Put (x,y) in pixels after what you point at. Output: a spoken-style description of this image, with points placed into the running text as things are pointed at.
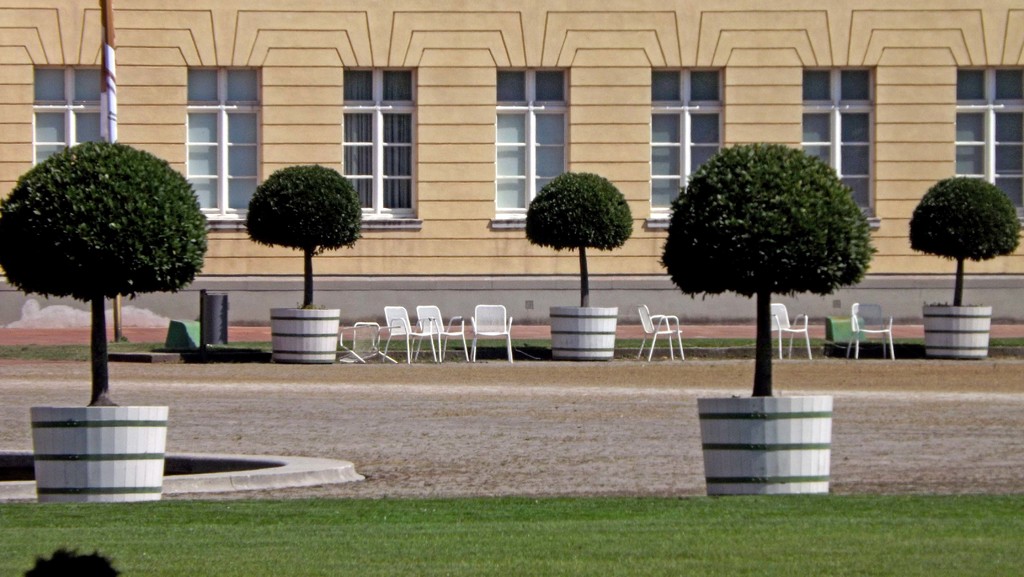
This picture is taken from the outside of the city (331,384). In this image, on the right side (770,458), we can see a flower pot (767,398) and a plant (756,193). On the left side (99,403), we can also see a flower pot (98,431) and a plant (116,190). In the background (457,318), we can see some chairs (505,319), flower pot (971,331), plants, box (184,324). In the background (115,82), we can see a pole (108,71), building (478,16), wall (678,17), glass window (523,130), in the glass window (404,88), we can see a curtain (386,95). At the bottom (697,534), we can see a grass (478,551) and a land (506,367) with some stones (490,378).
